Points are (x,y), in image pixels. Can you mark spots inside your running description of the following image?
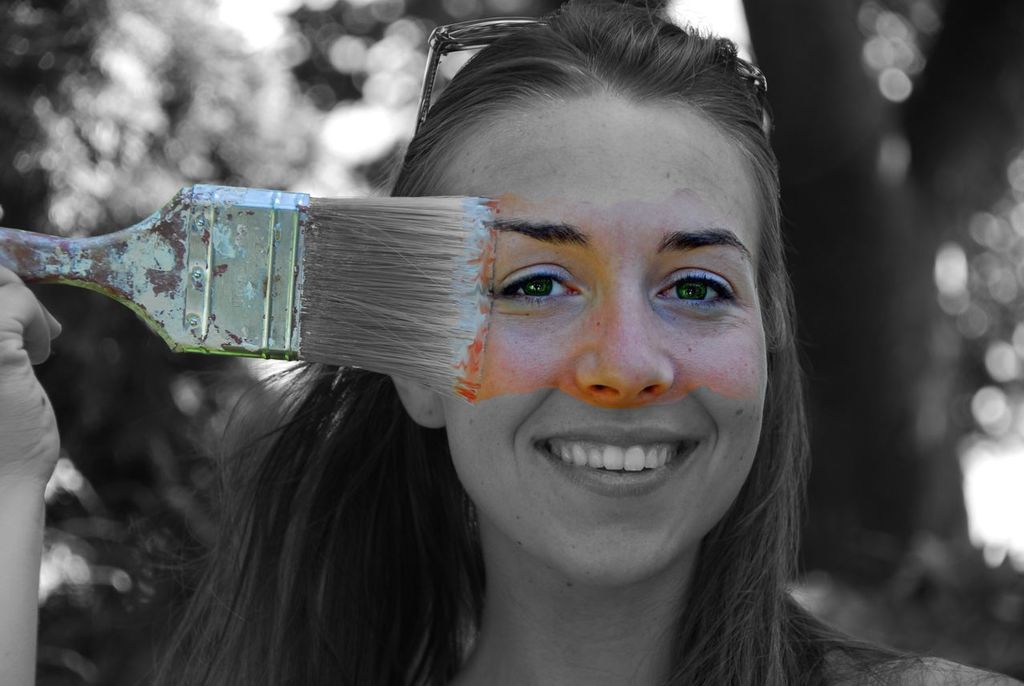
This is an edited image. In this image we can see a woman (493,486) holding a painting brush (0,232). On the backside (858,495) we can see a tree (874,345).
